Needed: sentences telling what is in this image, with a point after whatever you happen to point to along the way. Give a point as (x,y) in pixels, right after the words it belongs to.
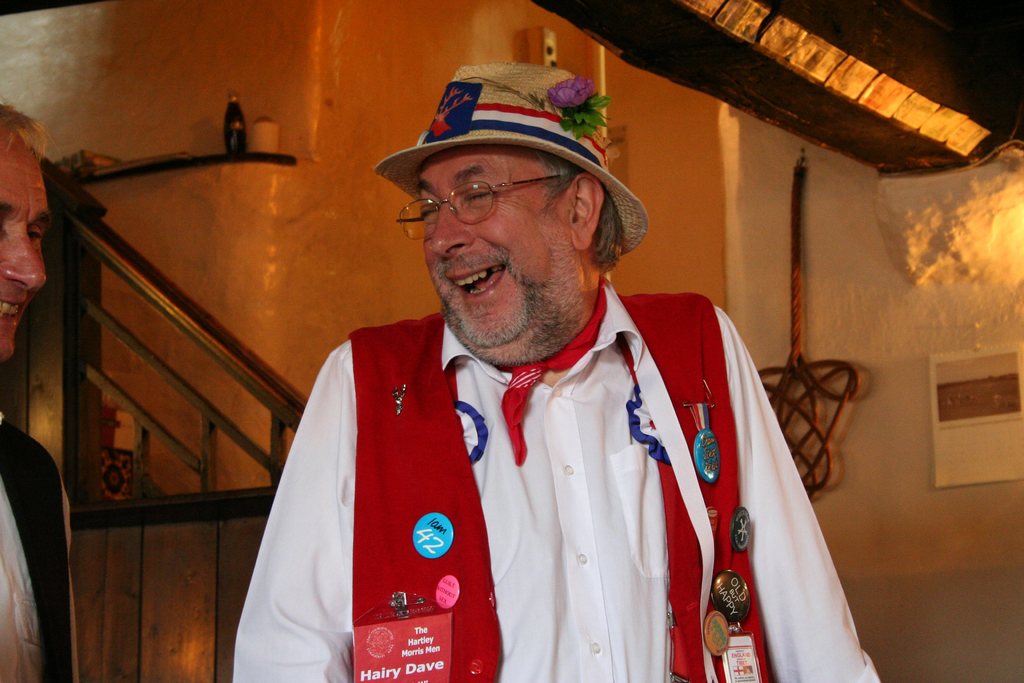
In this picture there is a man (457,131) who is wearing cap (591,141), spectacle (414,209) and white dress (522,559). He is smiling. He is standing near to the man (1,186) who is wearing blazer (69,619). In the background (795,334) we can see wooden stick (801,349) on the wall (882,405), beside that there is a calendar (973,419). On the top (262,142) we can see the bottle (226,138) and other objects (265,127) on the wooden rack (99,172).
